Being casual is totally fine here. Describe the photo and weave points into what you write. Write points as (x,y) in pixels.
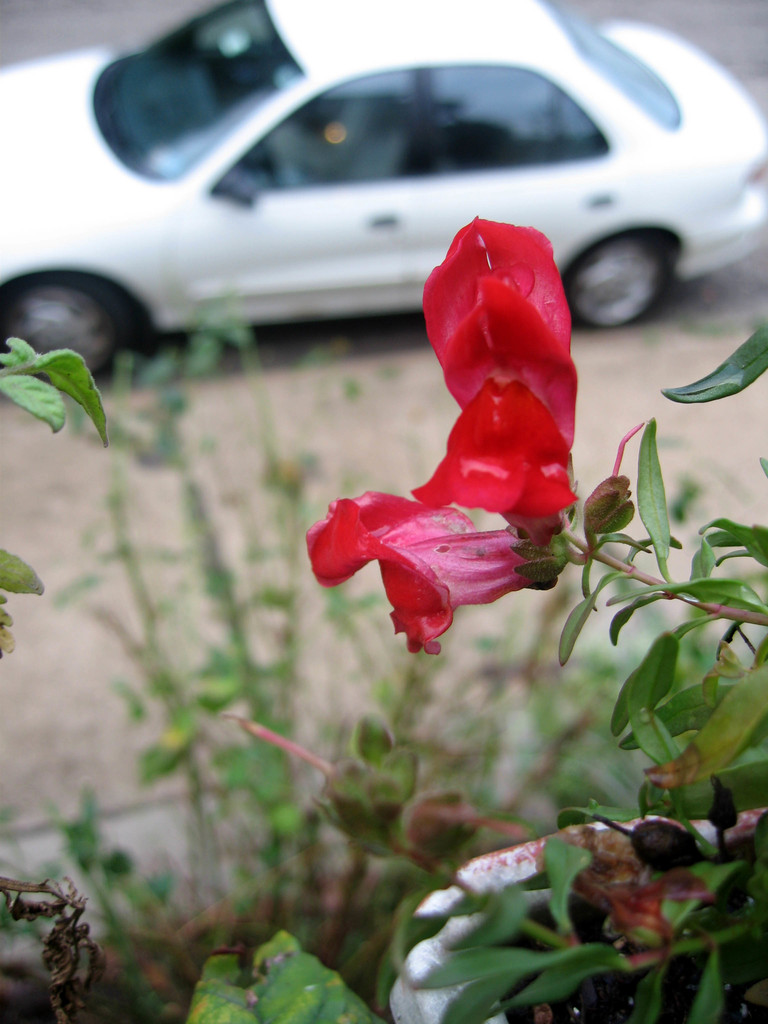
In this image we can see some plants (679,698) and a flower (504,563). We can also see a car (331,161) placed on the surface (331,474).
